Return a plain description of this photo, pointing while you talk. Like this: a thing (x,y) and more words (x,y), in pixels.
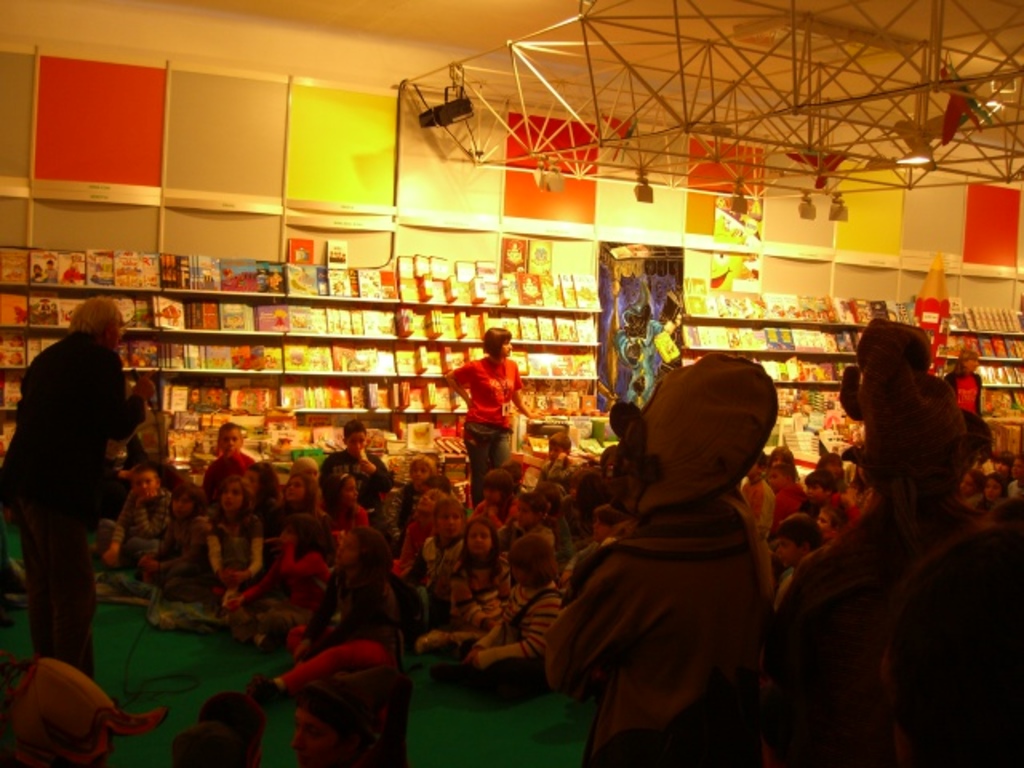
In this picture there are people (174,550), among them there is a person (113,374) holding a microphone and we can see cable (169,675) on the floor (434,694). In the background of the image (364,378) we can see books (831,300) in racks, boards (881,195), lights (922,155) and rods (758,66).
